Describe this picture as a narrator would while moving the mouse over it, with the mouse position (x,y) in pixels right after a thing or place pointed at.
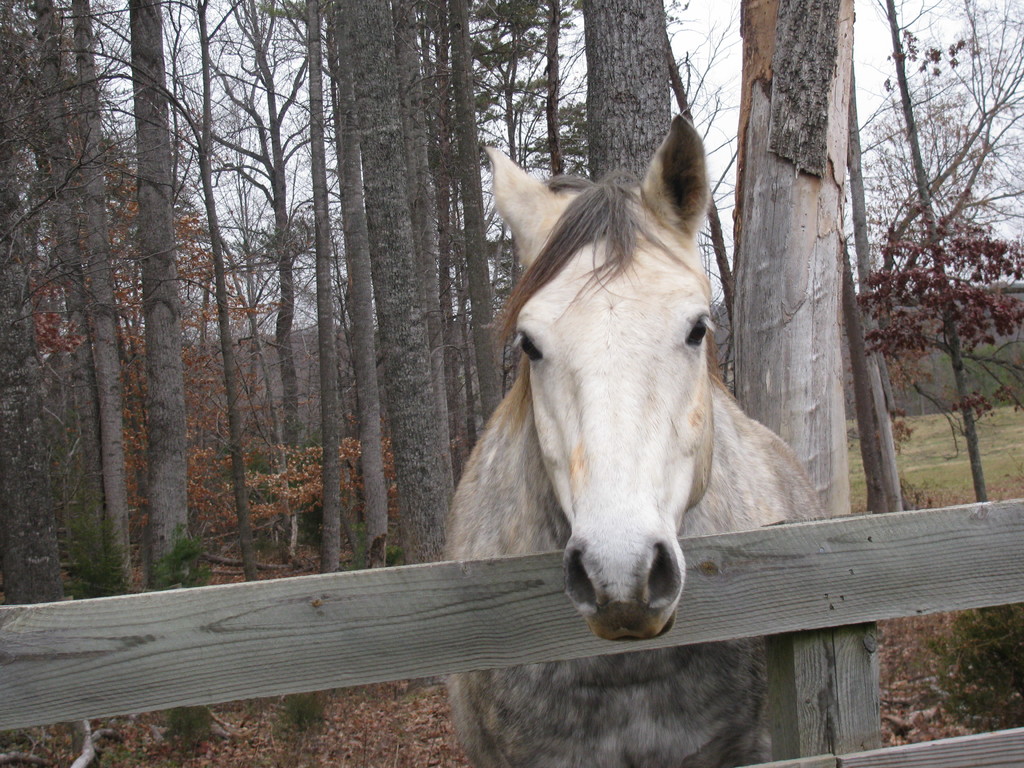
There is a wooden fencing (762,626) with a pole (779,651). Near to that there is a horse (607,291). In the back (799,363) there are trees (367,23). In the background (537,176) there is sky (262,182).
